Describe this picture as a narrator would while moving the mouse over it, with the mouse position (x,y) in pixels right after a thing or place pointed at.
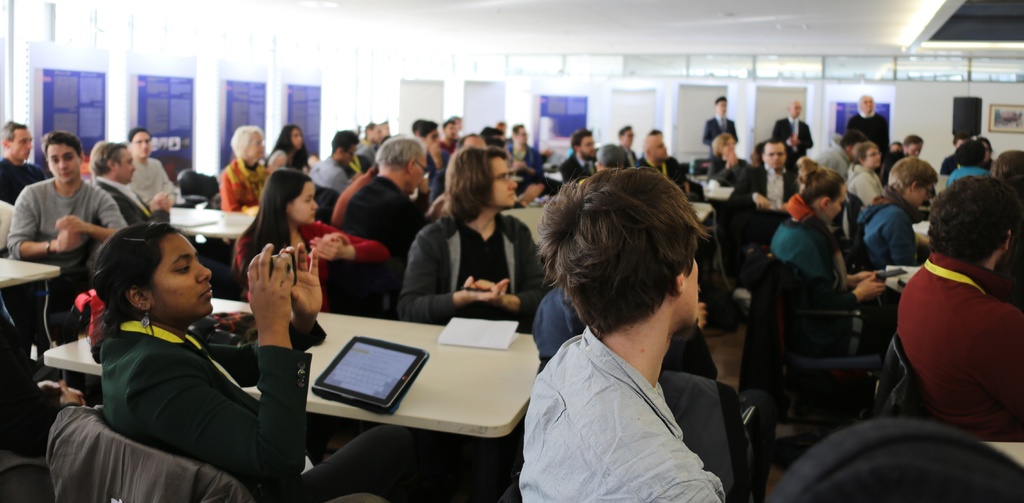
Most persons (71,266) are sitting on a chair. In-front of this person (82,243) there are tables (473,397), on table (511,374) there is a iPad (371,351) and papers (492,324). This woman (170,286) is holding a mobile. There are banners (844,115) surrounded in this room (231,97). On wall (927,130) there is a picture (993,115). This 3 persons (798,130) are standing.
